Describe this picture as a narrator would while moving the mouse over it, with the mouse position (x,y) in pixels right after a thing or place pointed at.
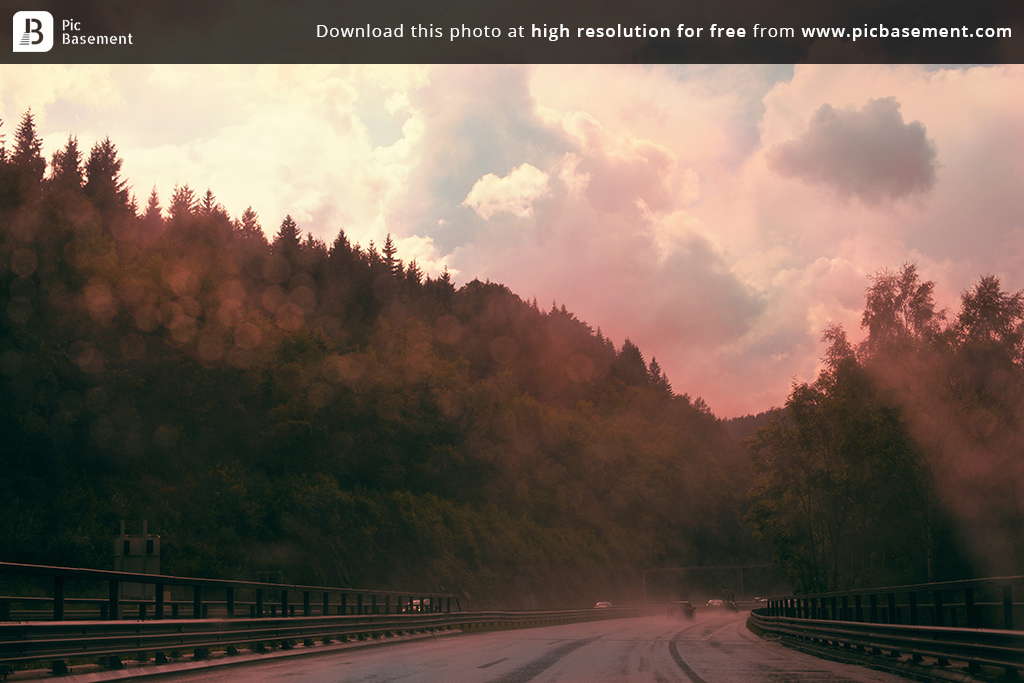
In this image at the bottom (475,649) there is a road (729,655) on the road (700,632) there are some vehicles (687,615), and on the right side (830,632) and left side (312,626) there is a fence (364,623). And in the background (516,436) there are some trees (757,478), on the top of the image (649,131) there is sky (595,89) and some text (859,34).
